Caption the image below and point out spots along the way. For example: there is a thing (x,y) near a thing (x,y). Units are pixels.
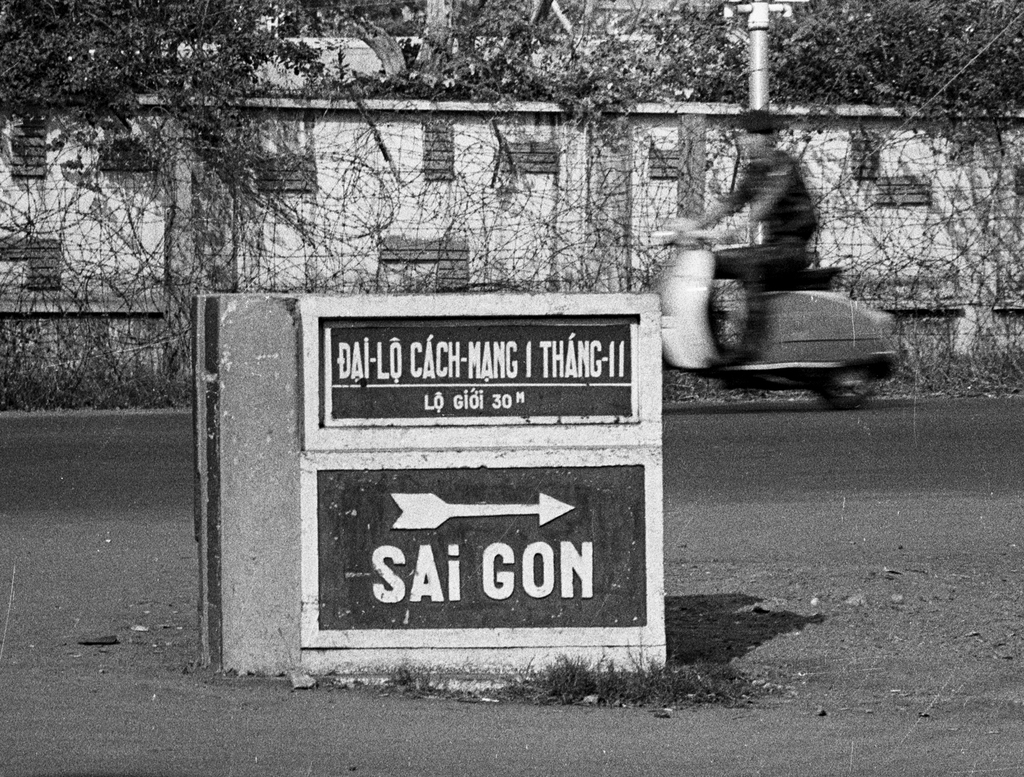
This is a black and white image in this image there is a road (841,436), in the middle of the road (807,497) there is a mile stone (429,672) on that some text (397,577) is written, in the background (695,320) there is a scooter (707,316) on that there is a man (767,235), a wall (746,228) and trees (420,60).
